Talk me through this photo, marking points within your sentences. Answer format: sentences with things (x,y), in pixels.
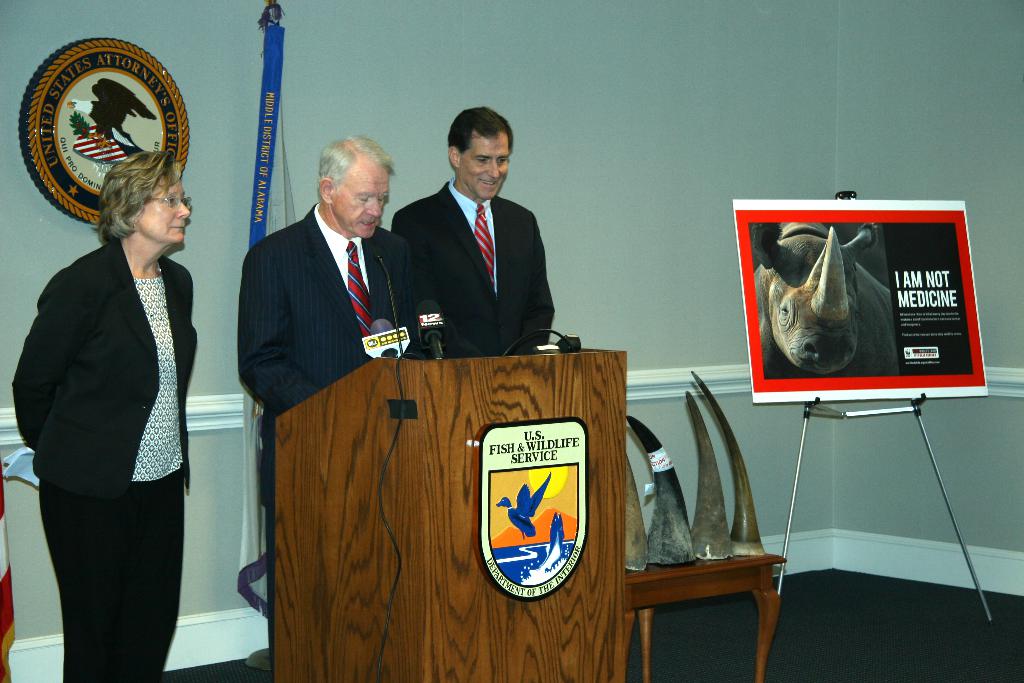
In this image there are two officers (409,243) in the middle (391,282). In front of them there is a podium (521,416) on which there are mics (425,322). On the left side (157,326) there is a woman (103,384) standing on the floor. On the right side (879,410) there is a stand (864,414) on which there is a board (887,254). In the background (97,127) there is a logo (83,115) attached to the wall (183,42). On the right side (720,564) there is a table (715,569) on which there are rhino horns (669,494).
